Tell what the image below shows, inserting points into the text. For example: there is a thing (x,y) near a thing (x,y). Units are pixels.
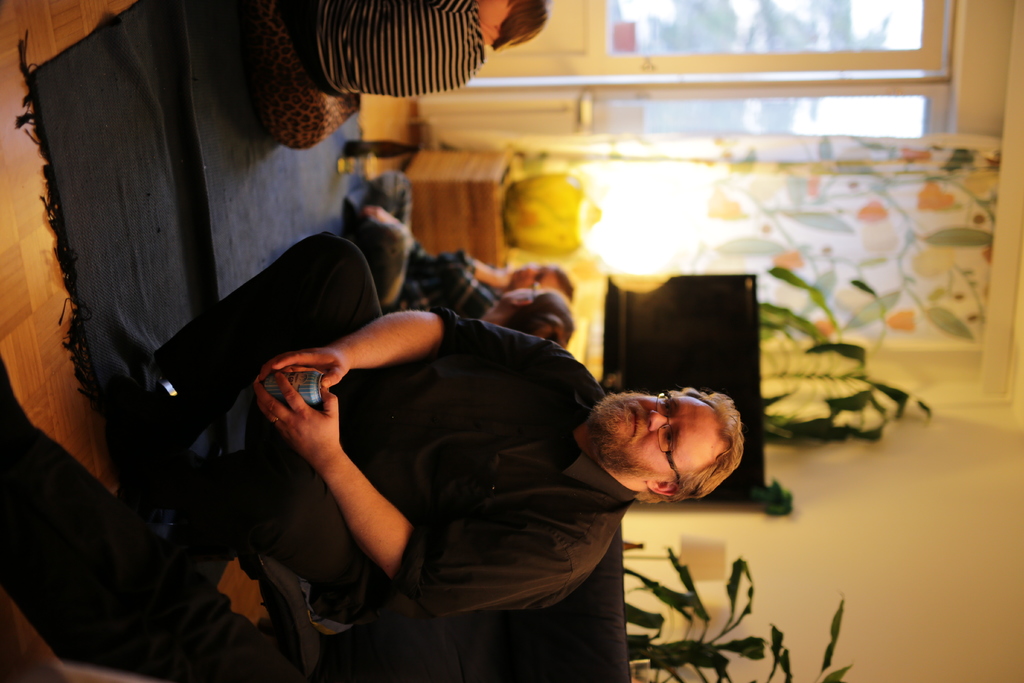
At the bottom (552,479) there is a person (388,443) sitting in a chair (530,631), behind him there is a house plant (673,652). In the background (472,285) there are people (438,303) sitting on the floor (274,206). On the right (814,317) there are windows (779,95), curtain (793,190), lamp (599,218), desk (465,223) and television (682,345).
